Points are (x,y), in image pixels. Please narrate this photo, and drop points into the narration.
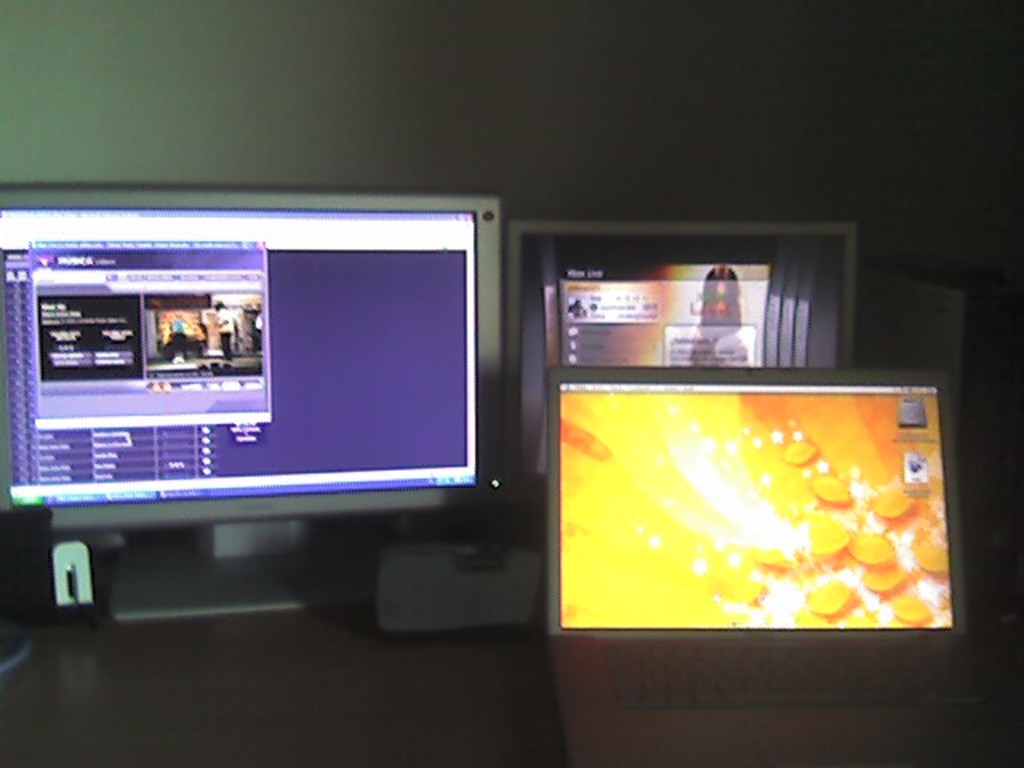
In this image we can see few screens (207,492) placed on a surface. On the screens (687,406) some images (744,566) are displayed and behind the screen (469,468) we can see a wall (192,170).
